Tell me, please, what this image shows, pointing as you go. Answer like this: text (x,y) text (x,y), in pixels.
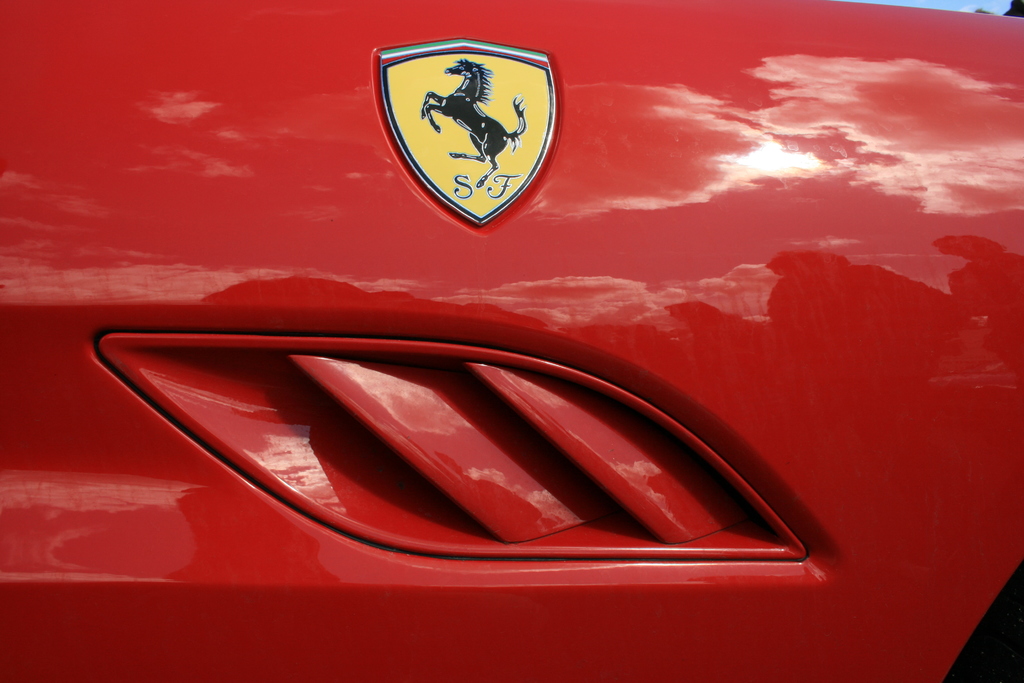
In this picture we can see a logo (507,180) of a vehicle (526,347).
